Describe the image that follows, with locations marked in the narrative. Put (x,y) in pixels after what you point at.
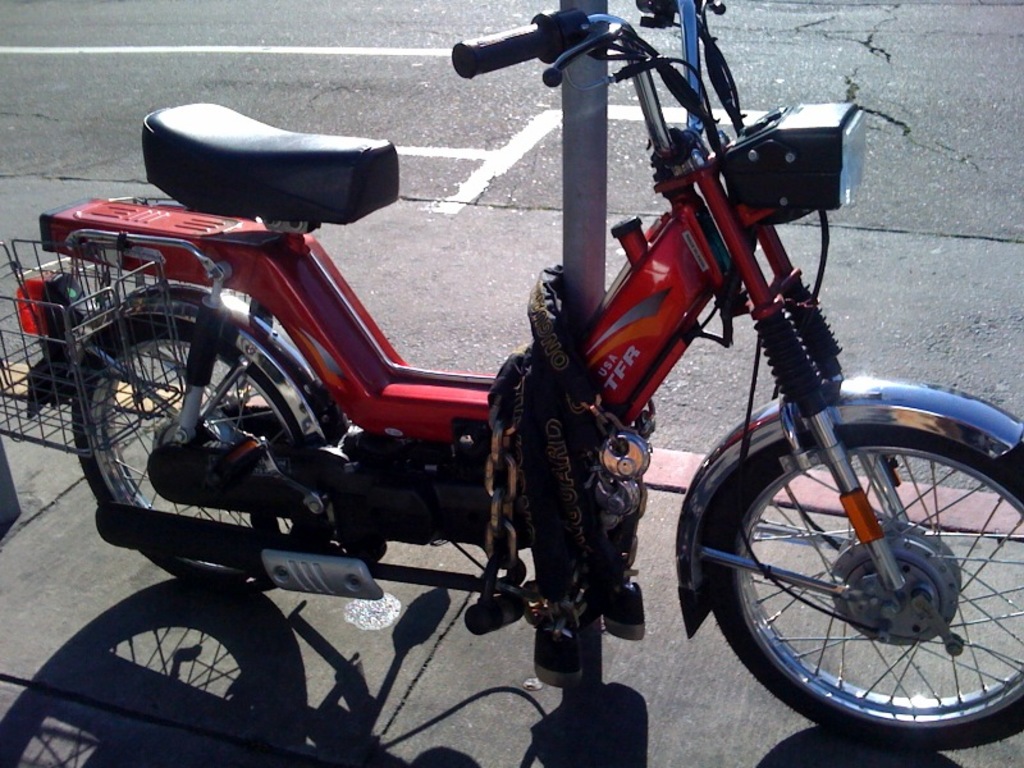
In this image we can see a motor vehicle (676,193) on the ground (512,350) which is tied to a pole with chains (562,392).
